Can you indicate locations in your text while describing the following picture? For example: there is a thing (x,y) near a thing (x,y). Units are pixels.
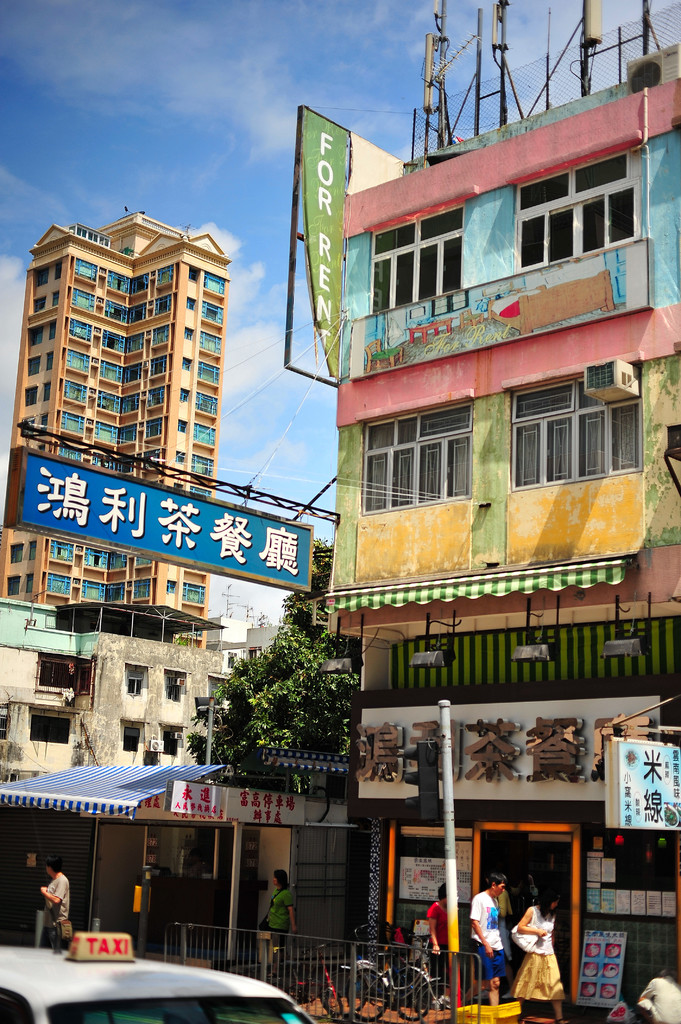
In this image we can see there are buildings (493,539) and there are boards (644,775) attached to the building (339,510). In front of the building (356,509) there are people (443,930) walking and there are vehicles (298,996). There are trees (275,656), poles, fence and the sky (202,94).
